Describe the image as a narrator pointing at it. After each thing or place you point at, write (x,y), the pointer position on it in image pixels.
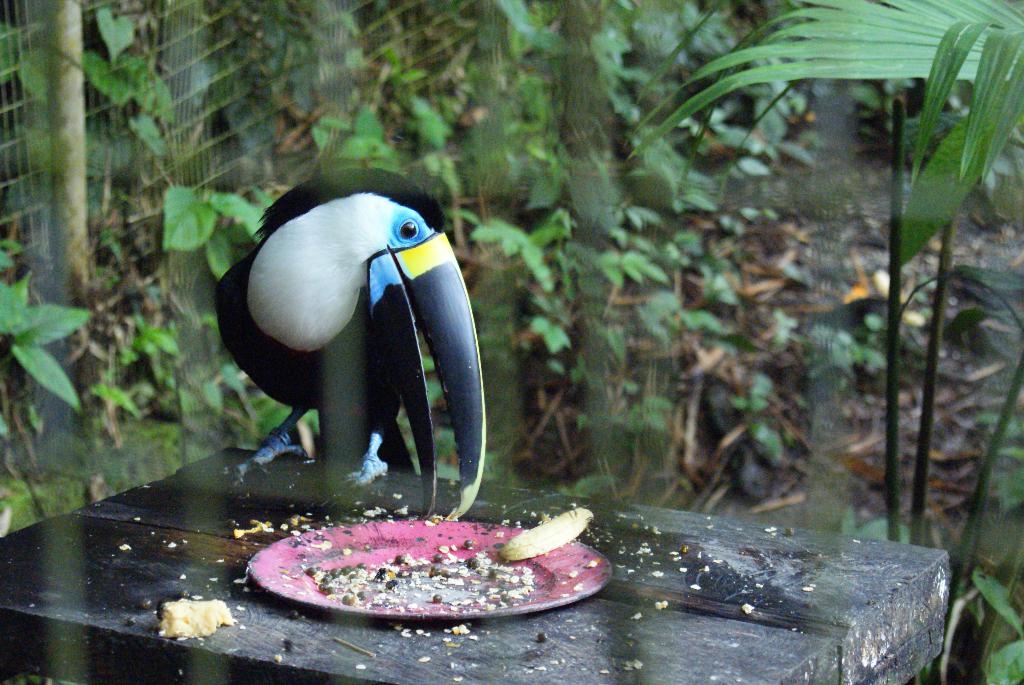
In the picture we can see a bird (284,272) standing on some object (668,665) and near it, we can see a plate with some grains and in the background (143,345) we can see the plants (479,213).
